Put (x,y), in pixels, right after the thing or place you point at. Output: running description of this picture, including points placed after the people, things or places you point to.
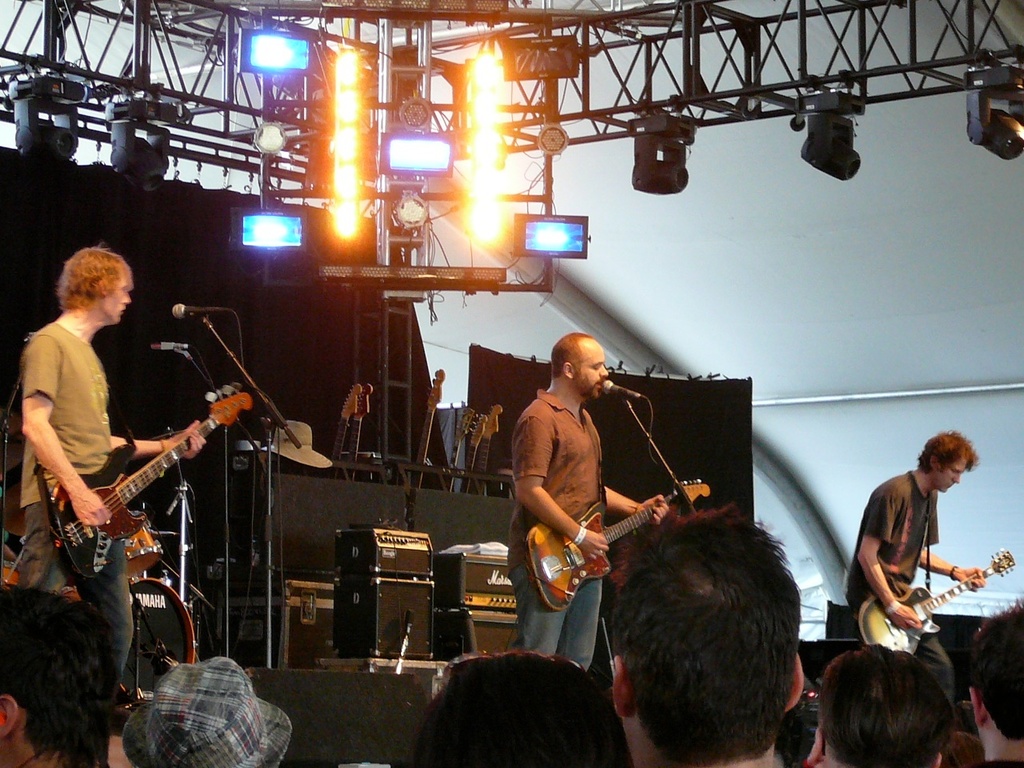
This picture shows three men (116,286) performing and playing guitar (238,411) on the dais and singing on the microphone (209,314) and we see audience (52,741) watching them.
